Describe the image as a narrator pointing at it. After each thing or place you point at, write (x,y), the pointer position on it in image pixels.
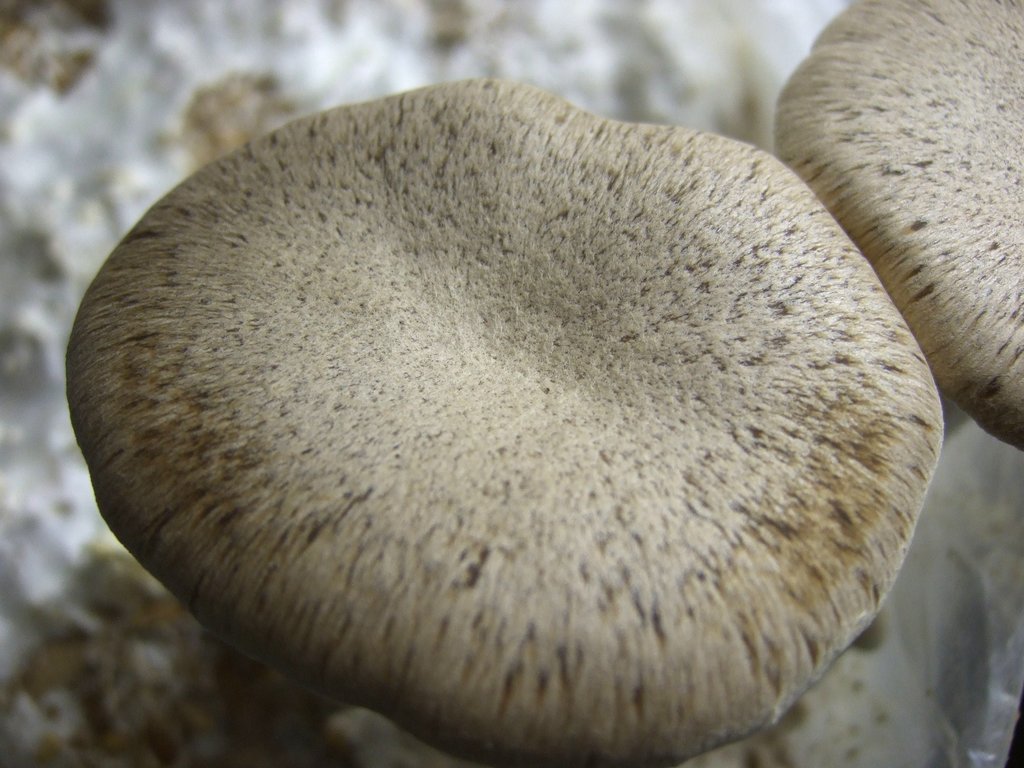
In this image I can see two grey colour things (761,222). I can also see this image is little bit blurry from background (56,731).
